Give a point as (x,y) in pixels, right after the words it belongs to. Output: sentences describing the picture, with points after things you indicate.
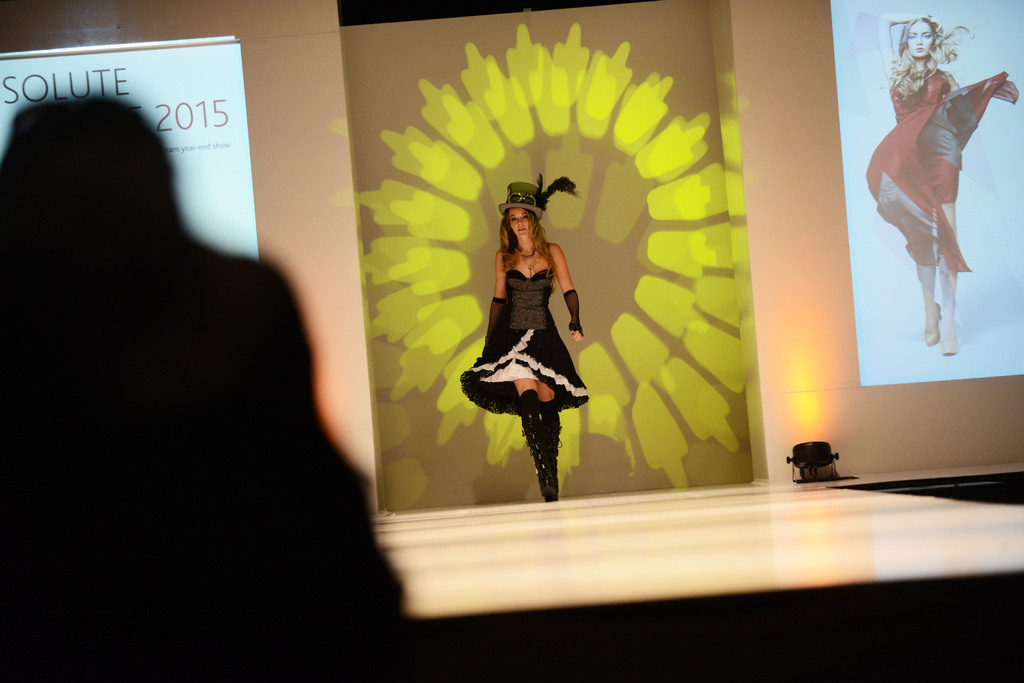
In this image we can see a lady (560,346) walking on the ramp (536,501). She is wearing a hat (540,194). In the back (235,113) we can see screens (221,109) with text (221,109) and image of lady (900,180). Also there is a light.
